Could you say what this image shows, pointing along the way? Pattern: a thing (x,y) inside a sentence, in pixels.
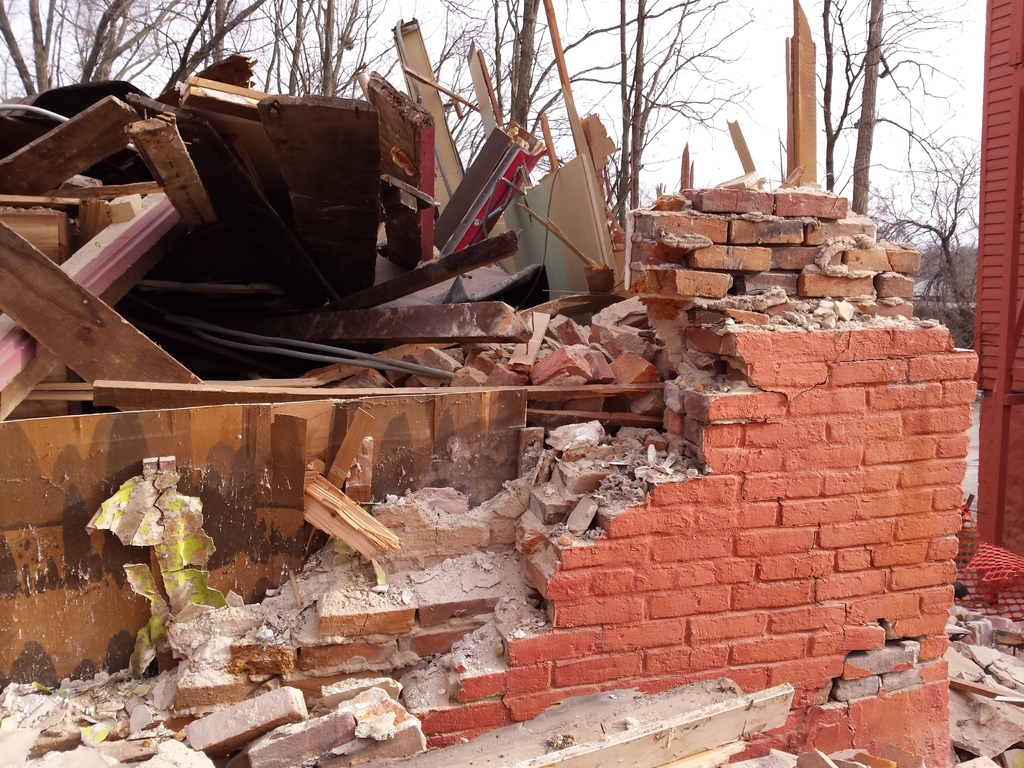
In this picture I can see a dismantled house (325,344) and I can see trees (857,141) and a cloudy sky (739,111).
